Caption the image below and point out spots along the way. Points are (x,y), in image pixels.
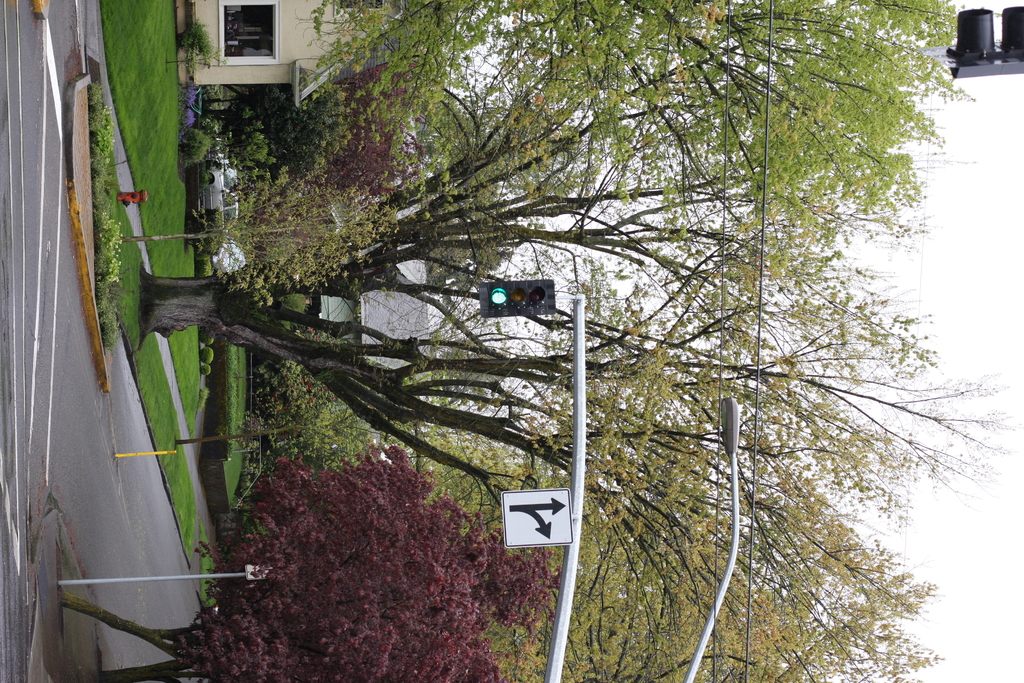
In this image in the front (585,419) there are trees (281,493), there is grass (122,295) on the ground (150,216), there are poles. In the background (231,171) there are houses (407,296), cars (231,172) and the sky (921,333) is cloudy and there is a signal pole (498,303).
